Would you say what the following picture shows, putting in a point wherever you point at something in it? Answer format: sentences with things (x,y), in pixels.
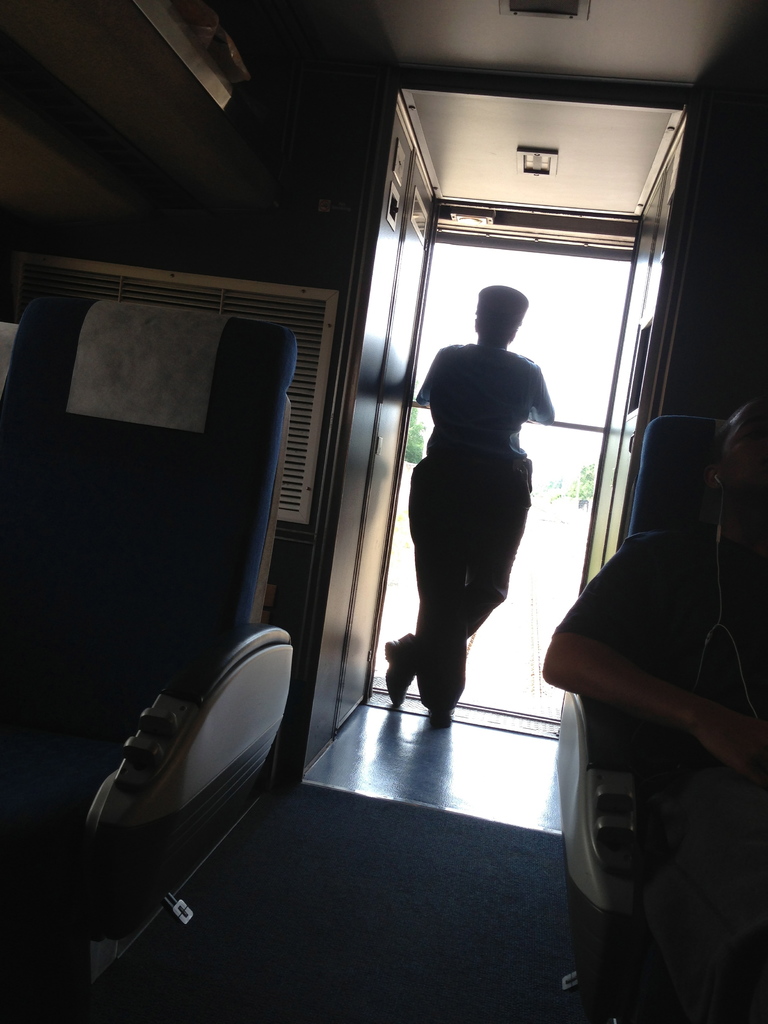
In this image on the left side (164,596) there is an empty chair (143,628). On the right side (693,639) there is a person (694,654) sitting on the chair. In the background (491,495) there is a person (490,519) standing, there are doors (380,392), there is an object (305,370) which is white in colour and behind the person (485,519) there are trees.
